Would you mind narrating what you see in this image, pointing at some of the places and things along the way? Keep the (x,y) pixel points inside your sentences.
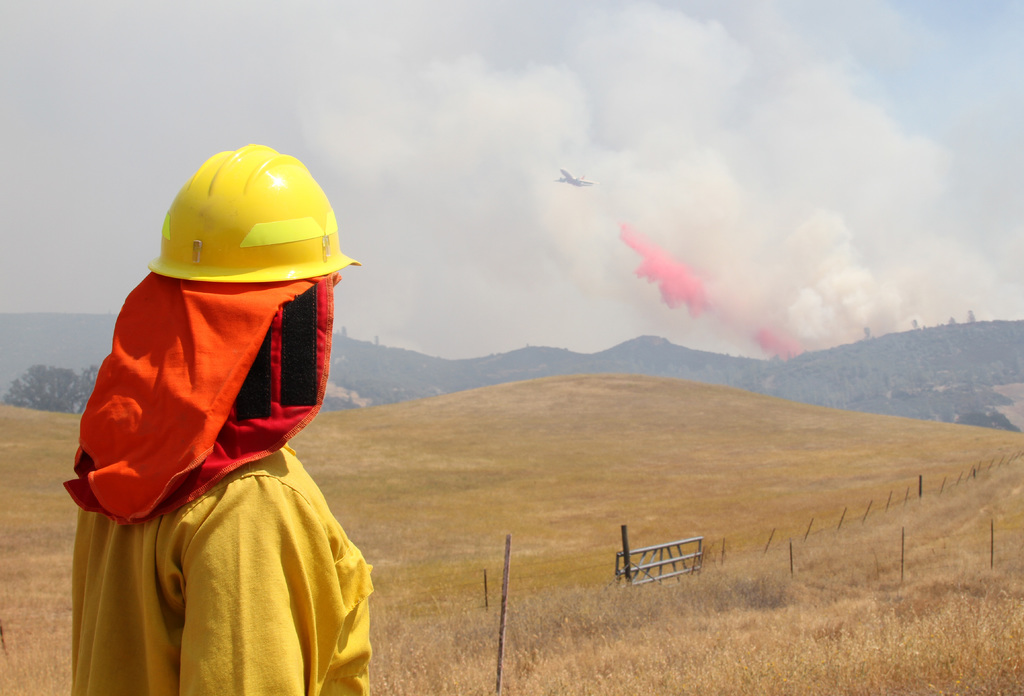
The man (197,417) in the left corner of the picture (226,490) wearing a yellow shirt (207,559) and yellow helmet (235,186) is standing. At the bottom of the picture (637,589), we see grass (615,637) and poles (501,680). We even see a wooden fence (701,541) like. There are trees (47,380) and hills (630,353) in the background (627,372). At the top of the picture (549,185), we see the sky (510,178) and an airplane (568,183) flying in the sky (446,207).
